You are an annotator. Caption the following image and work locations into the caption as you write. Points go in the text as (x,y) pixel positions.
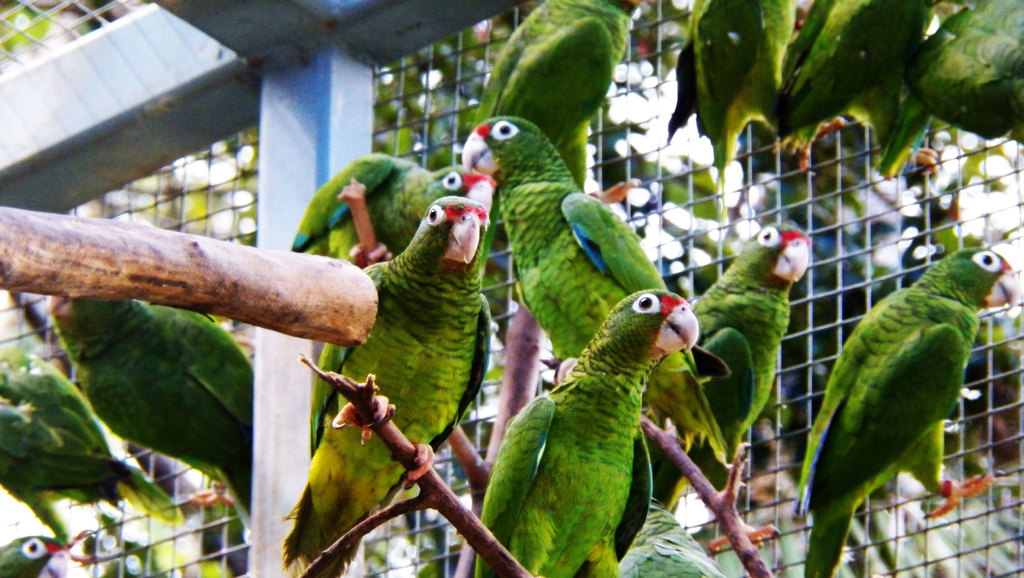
In this image we can see parrots (628,419) and wooden sticks (283,284). In the background of the image (217,183) there is grill (749,155).
